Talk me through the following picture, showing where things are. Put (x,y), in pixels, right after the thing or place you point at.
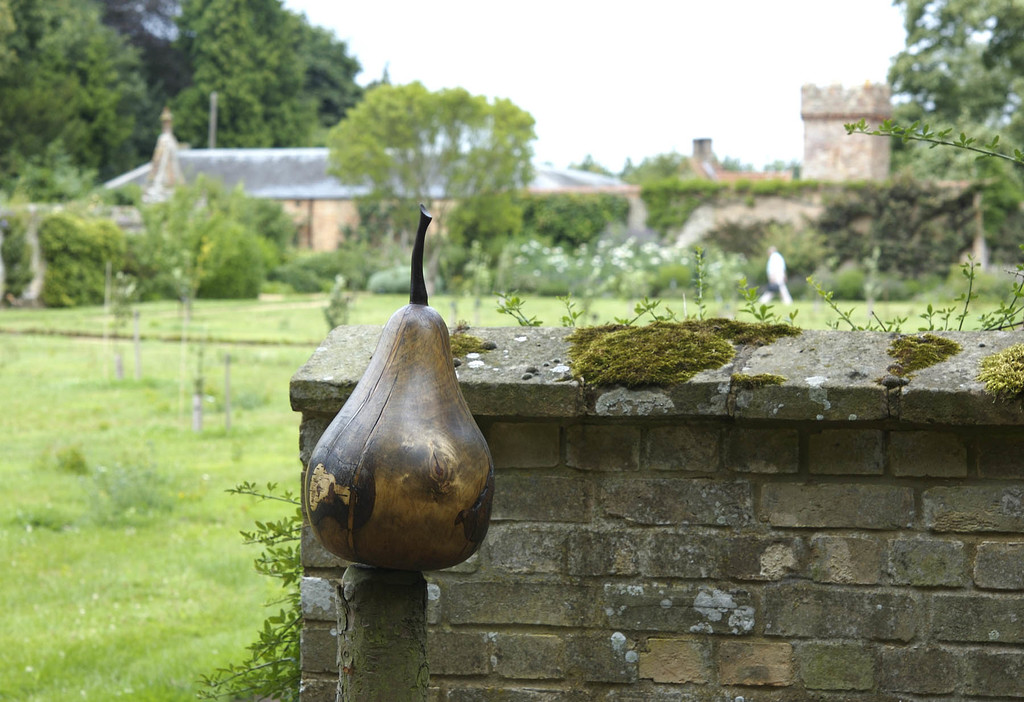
In this picture, it seems like a fruit (419,452) on a wooden post (386,572) and a small wall (356,347) in the foreground area of the image (497,375), there are plants (488,268), grassland (63,332), houses (821,174) and the sky (631,141) in the background (624,106).
